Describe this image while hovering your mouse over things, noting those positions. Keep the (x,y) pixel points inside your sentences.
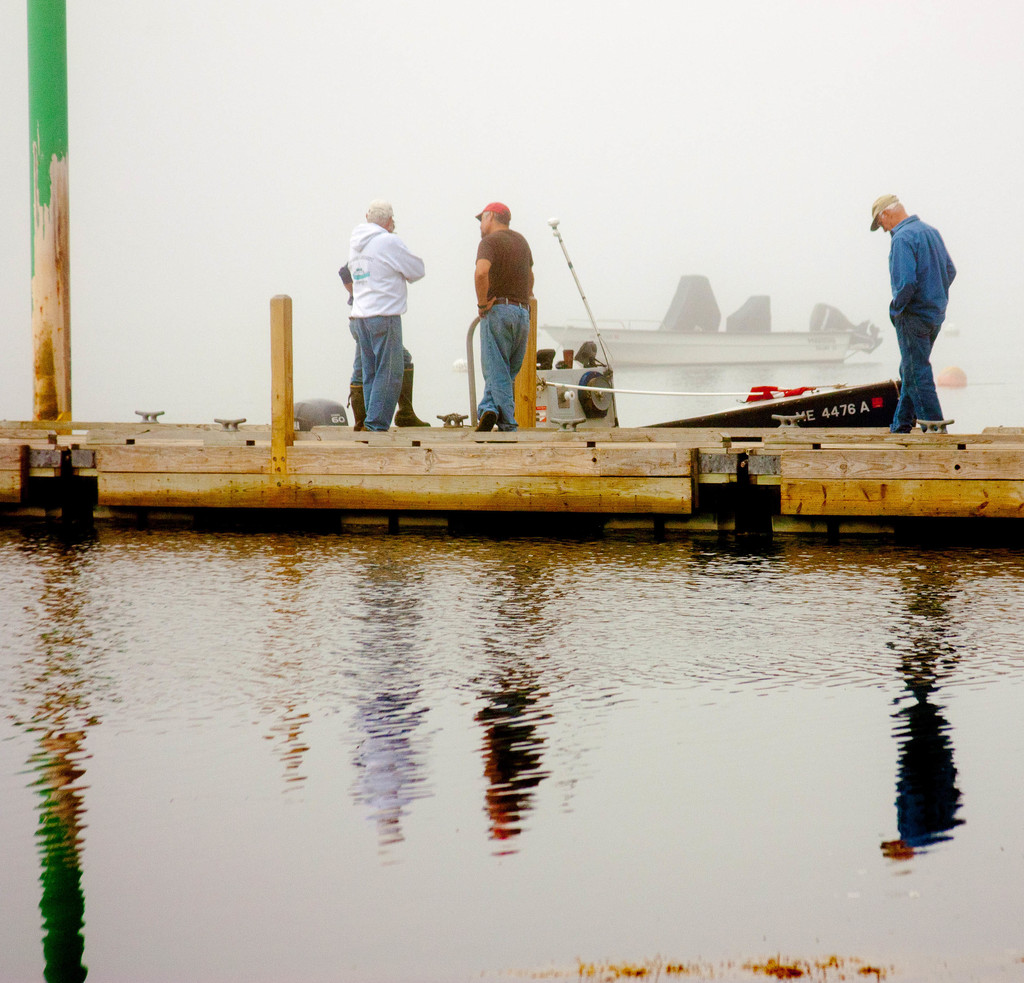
In this image, we can see boats (719,360) and there are some people (497,387) standing on the dock (492,473). At the bottom (520,844), there is water (526,774).
